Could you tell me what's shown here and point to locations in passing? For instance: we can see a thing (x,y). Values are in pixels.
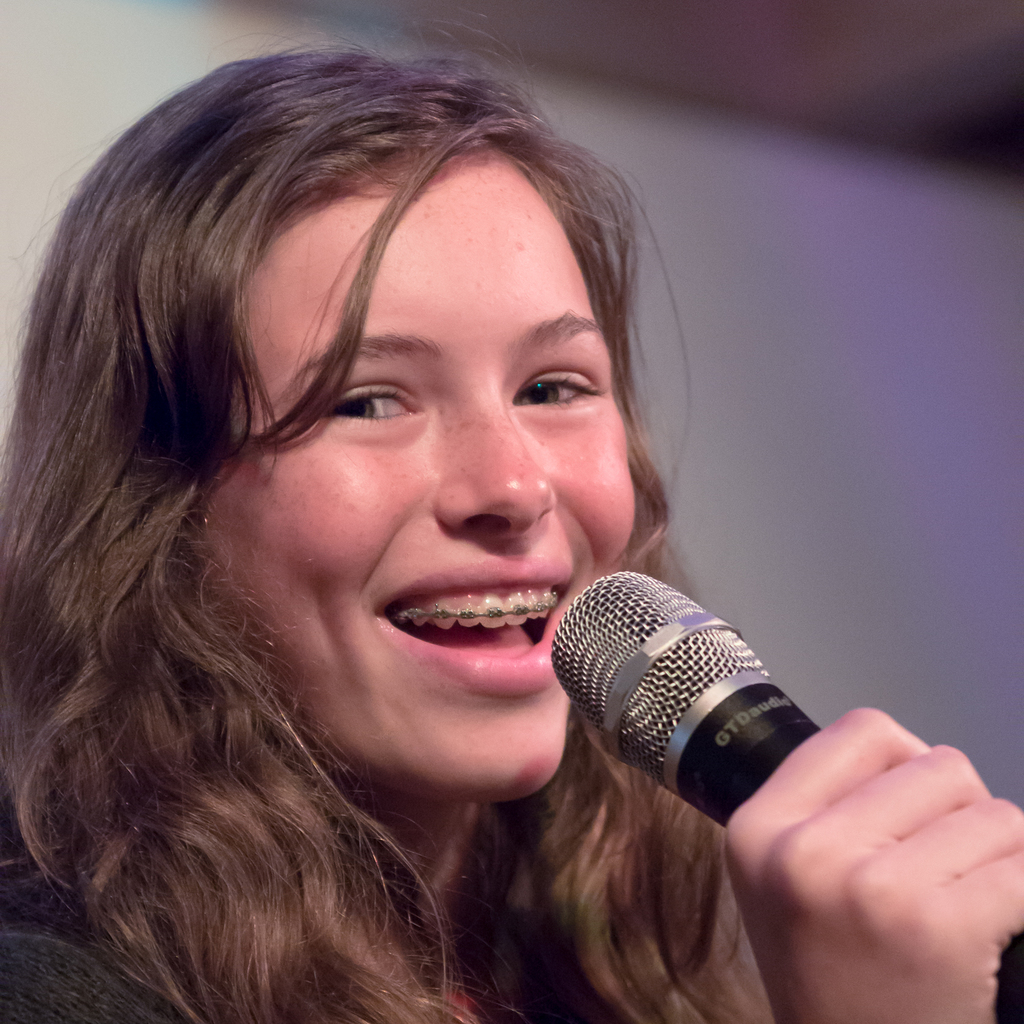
In this there is a woman (99,374) smiling and talking into microphone (641,573).
